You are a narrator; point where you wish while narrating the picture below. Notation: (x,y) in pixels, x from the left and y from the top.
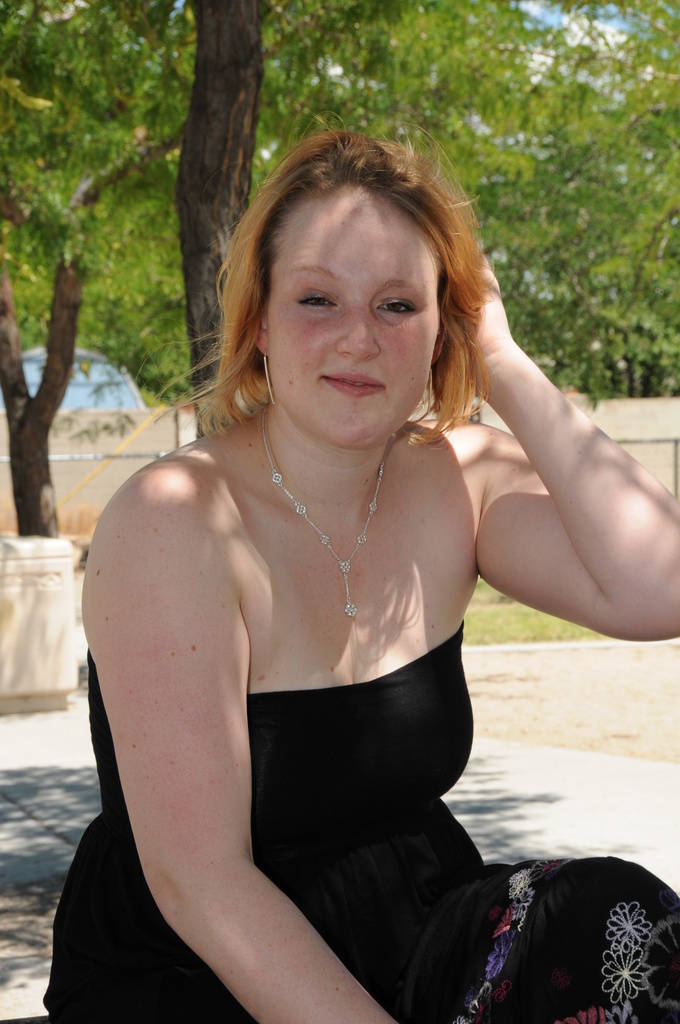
In this image we can see there is the person (320,544) sitting on the ground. At the back (226,143) there are trees (166,319), grass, vehicle (88,383), wall (97,499) and box (60,631).
